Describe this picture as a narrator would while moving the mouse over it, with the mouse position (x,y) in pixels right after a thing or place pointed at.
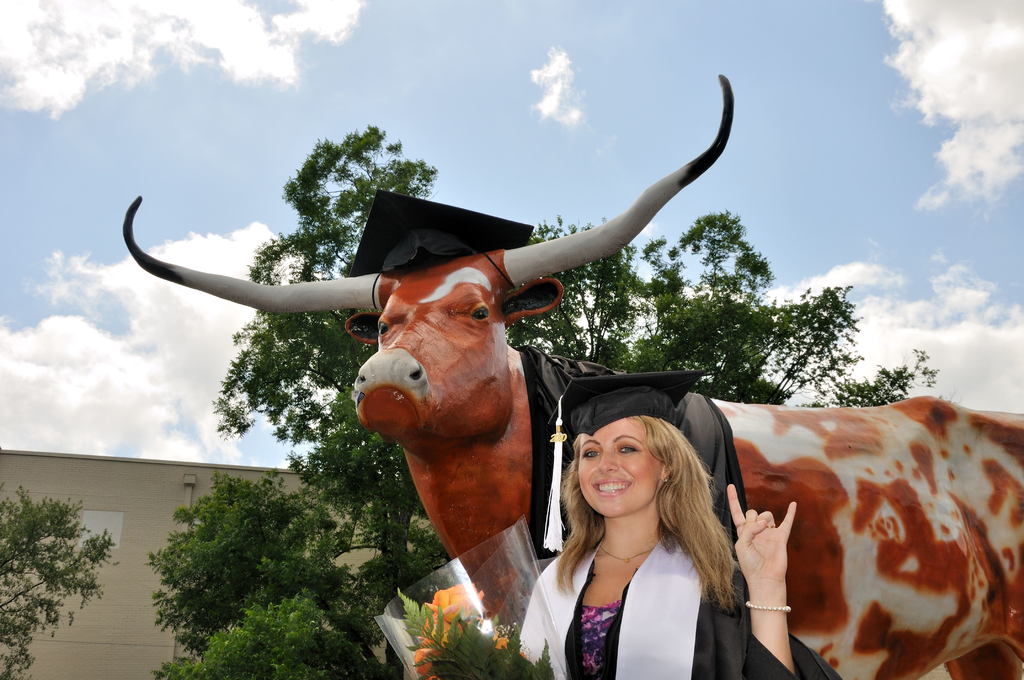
In the foreground of this image (641,584), there is a woman (651,601) wearing scholarship cap (627,409) and dress (679,652) holding a bouquet (490,622) and having smile (609,483) on her face (621,492). In the background (448,367), there is a sculpture (497,354), few trees (618,315), building (127,504), sky (192,124) and the cloud (142,64).
